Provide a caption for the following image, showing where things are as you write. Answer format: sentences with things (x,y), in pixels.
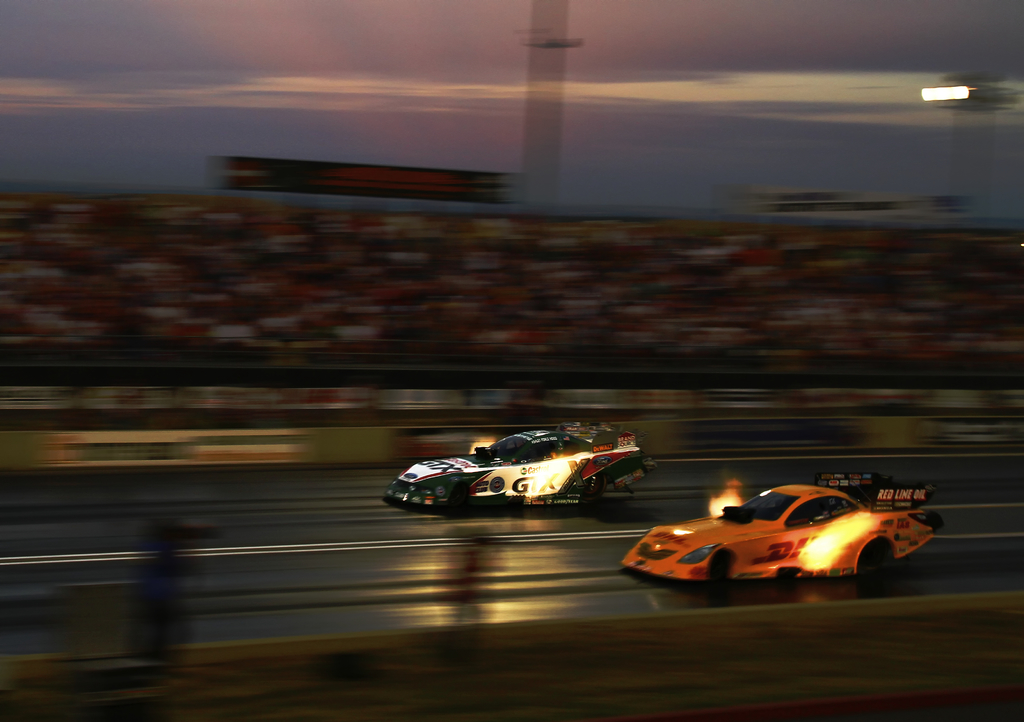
In this image, I can see the auto racing cars (665,561) on the road (368,544). In the background (293,188), there are boards (483,172) and the sky (386,109), which are blur.
